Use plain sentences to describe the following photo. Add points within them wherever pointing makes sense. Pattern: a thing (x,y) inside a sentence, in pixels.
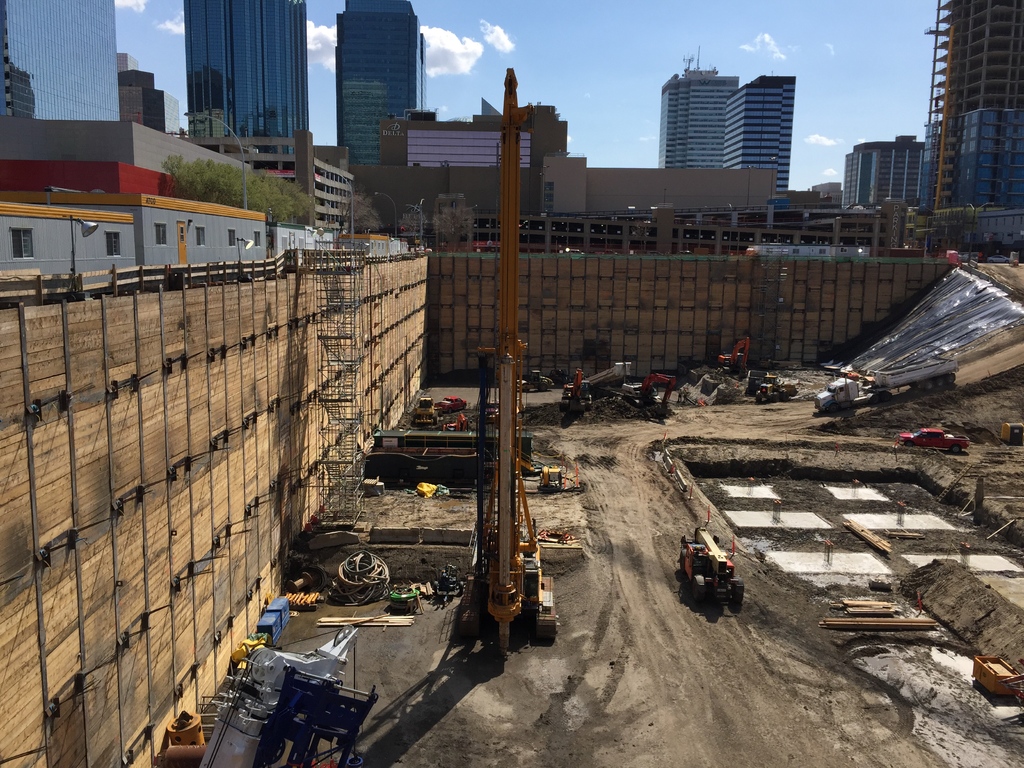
In this image we can see a crane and a group of vehicles (578,410) parked on the ground (553,497). On the backside (599,206) we can see a group of buildings (553,223), plants (292,212), a street pole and the sky (575,83) which looks cloudy.
